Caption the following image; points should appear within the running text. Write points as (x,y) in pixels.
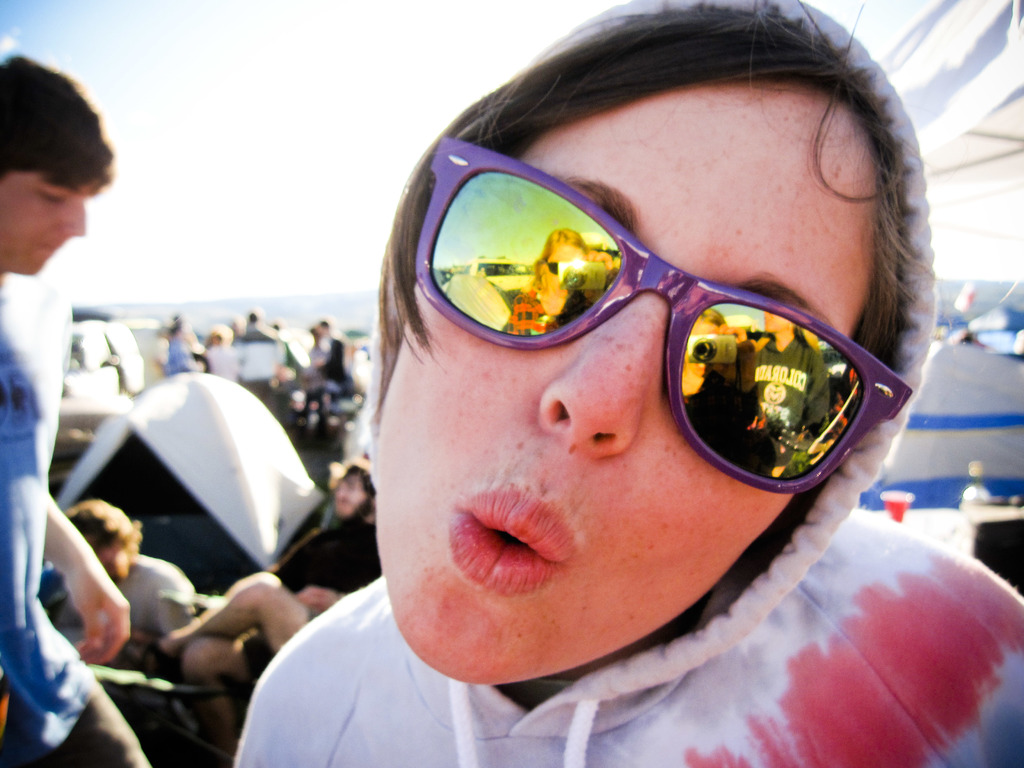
In this picture I can see a person (586,432) is wearing a hoodie (790,634) and glasses (684,367). In the background (362,301) I can see people (318,364), sky (200,180) and some other objects (249,491) on the ground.
